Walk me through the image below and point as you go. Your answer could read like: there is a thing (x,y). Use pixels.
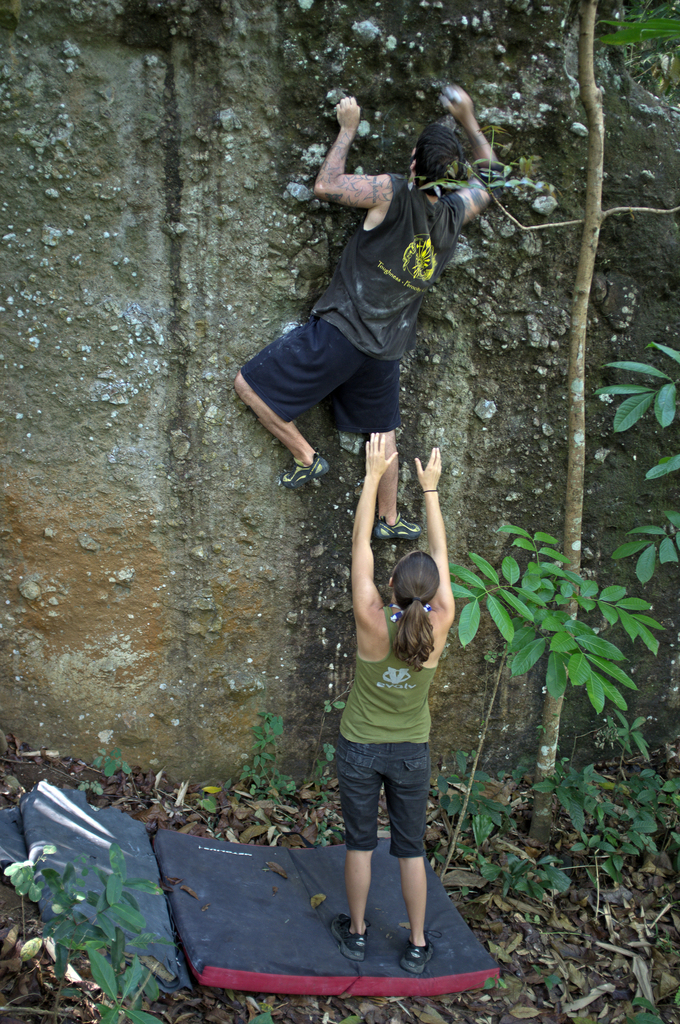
In this picture we can see two persons (358,596). One is standing on the ground (379,850) and the other is trying to climb a mountain (534,673). These are the plants (559,676).
